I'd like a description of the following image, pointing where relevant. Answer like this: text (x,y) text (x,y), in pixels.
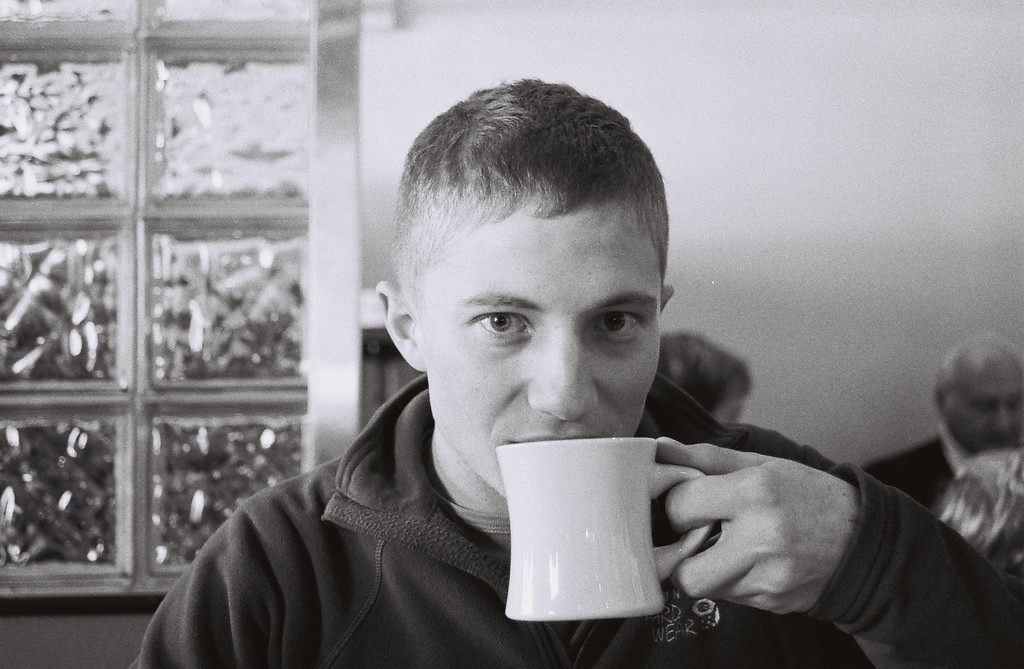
Here we can see a man (553,417) is drinking some liquid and holding a cup (553,445) in his hands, and here is the window (306,238).
